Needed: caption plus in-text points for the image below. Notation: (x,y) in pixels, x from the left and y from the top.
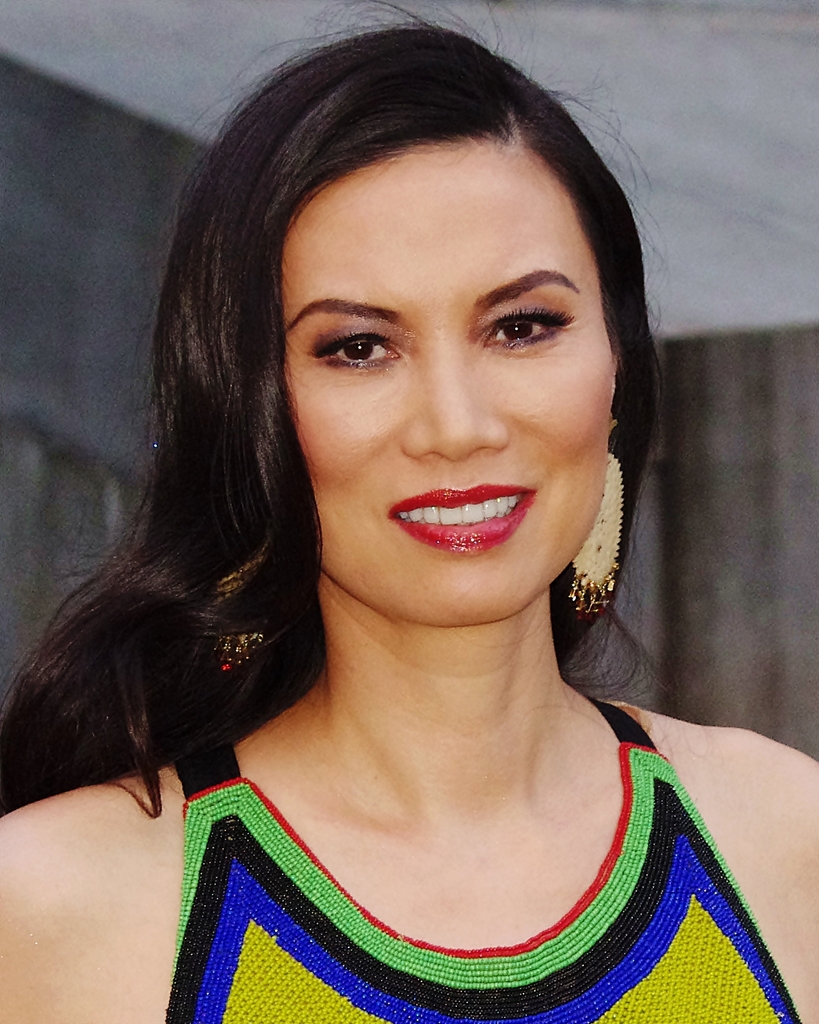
In the picture I can see one girl (418,595) is standing and smiling by looking straight.
